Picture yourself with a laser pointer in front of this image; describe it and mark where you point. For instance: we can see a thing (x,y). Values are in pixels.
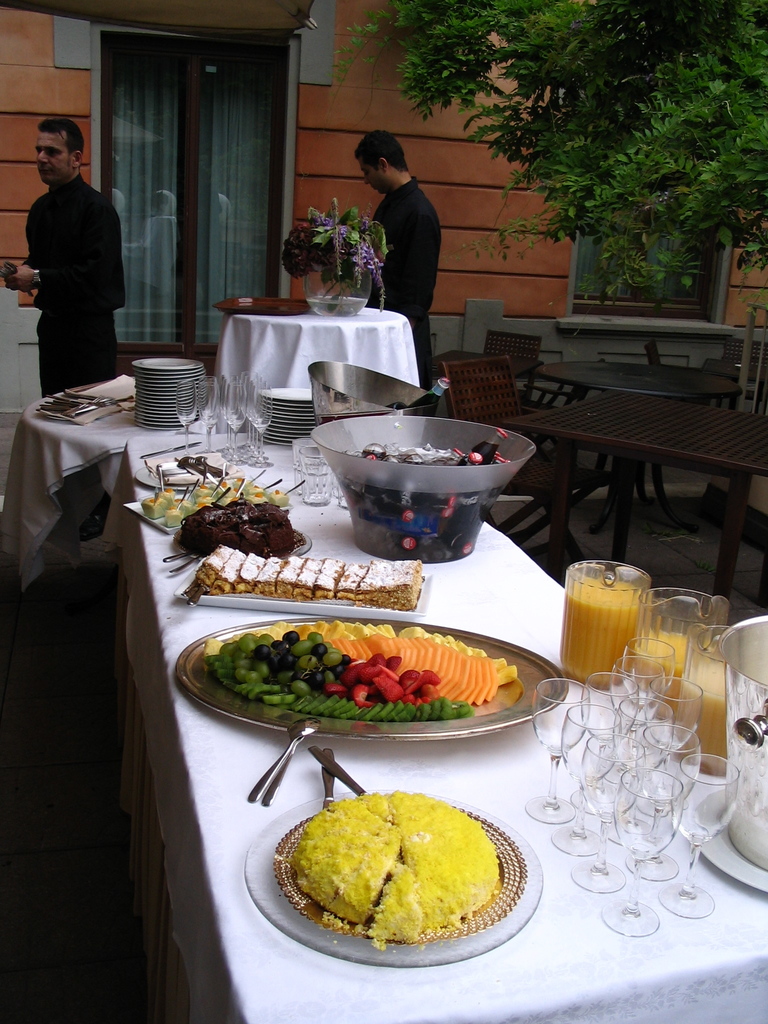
As we can see in the image there is a tree (443,98), building (37,29), door (201,218) and two persons (38,214) standing and in the front (142,774) there is a table (125,770). On table (197,794) there are plates (270,833), glasses (183,414) and white color cloth (477,580).
